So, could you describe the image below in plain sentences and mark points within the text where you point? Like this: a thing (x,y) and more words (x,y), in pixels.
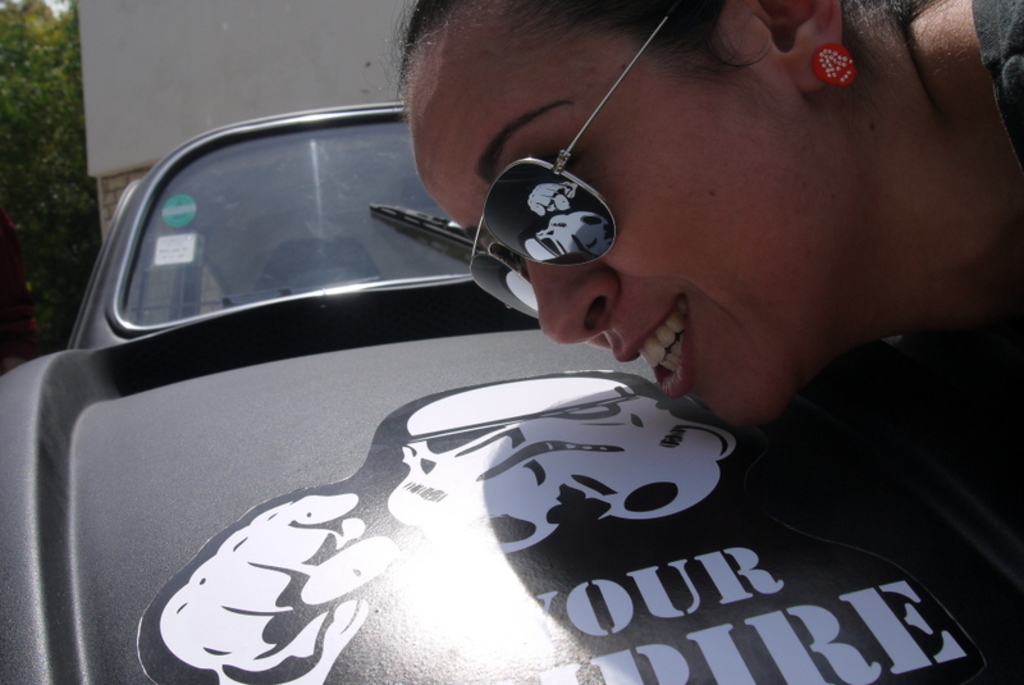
In this picture I can see a car (179,246) in the middle (406,328) and there is a sticker (606,579) on it, on the right side (797,328) I can see a woman (678,173), she is wearing the goggles (559,224). On the left side (50,191) there are trees (42,195).
